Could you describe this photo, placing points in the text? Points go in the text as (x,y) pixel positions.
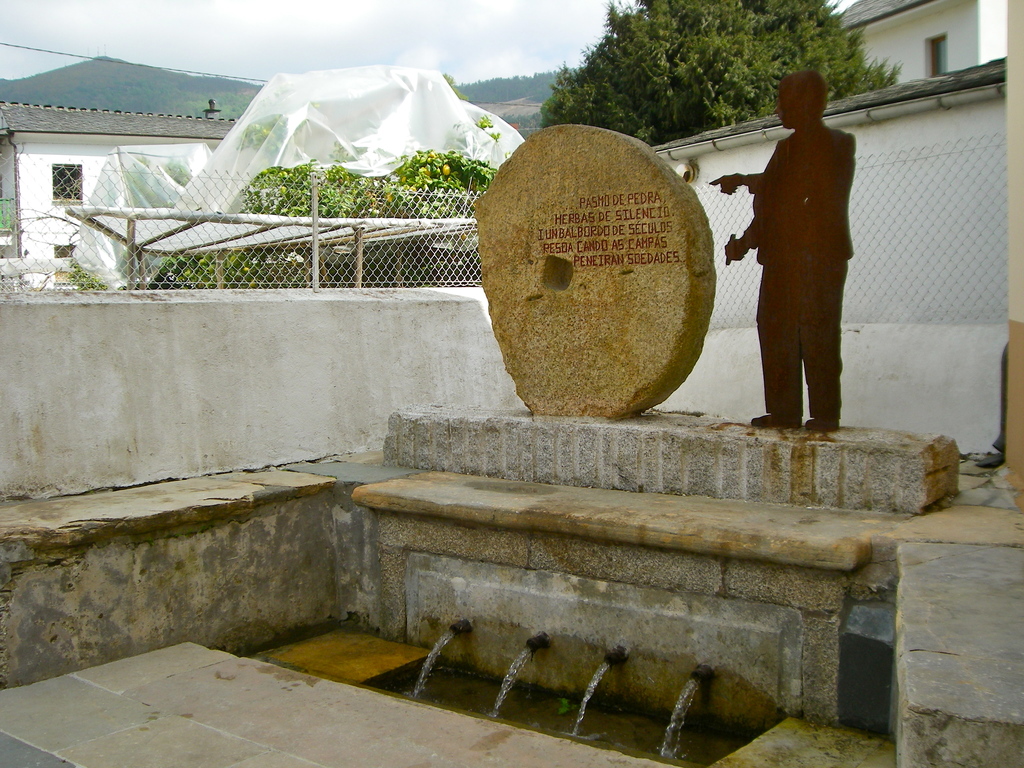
In this image we can see a statue (774,245) on the stone (628,447), water (680,711) flowing through the pipes (529,647), there is a fence (408,224) on the wall (356,386), there are few trees (681,76), buildings (886,38), a cover (382,124) on the trees (351,174), few mountains (153,91) and the sky (298,17) in the background (334,214).
